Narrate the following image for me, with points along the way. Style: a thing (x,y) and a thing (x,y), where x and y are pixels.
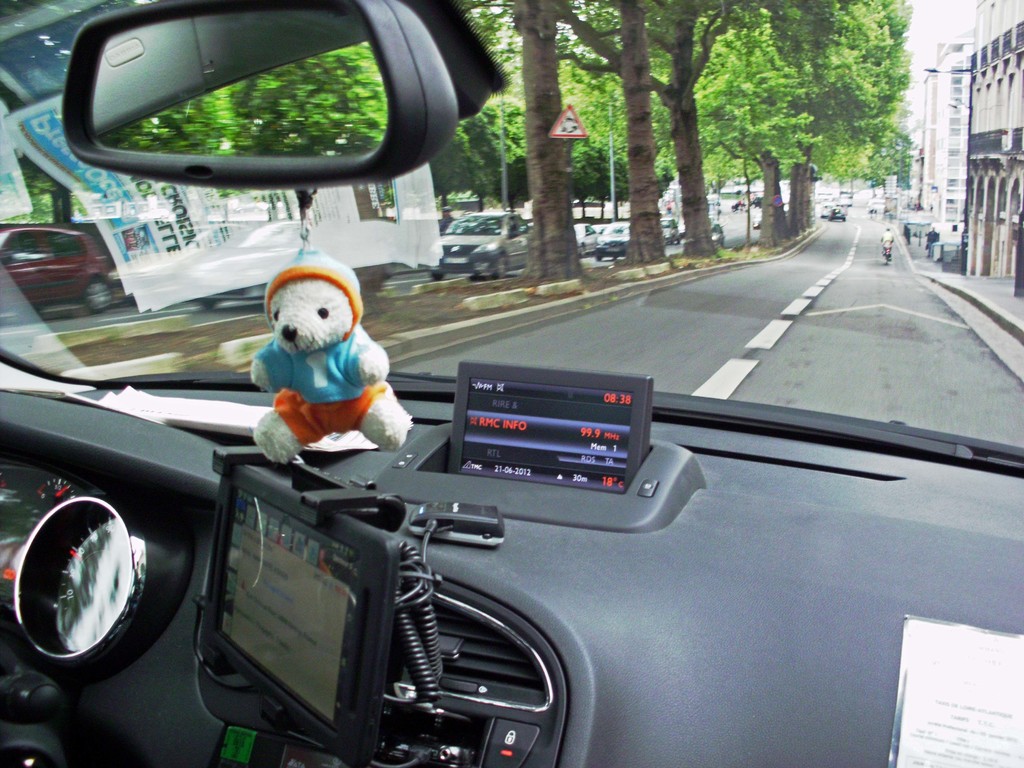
The picture is taken inside a vehicle (783,603). On the vehicle (307,595) there are screens (282,555), meters (139,552), a mirror (158,93) on the top (183,86). A toy (321,377) is hanging. Through the glass (441,233) we can see outside few vehicles (85,279) are moving on the road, trees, sign boards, pole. In the top right (932,136) there are buildings (921,197).
